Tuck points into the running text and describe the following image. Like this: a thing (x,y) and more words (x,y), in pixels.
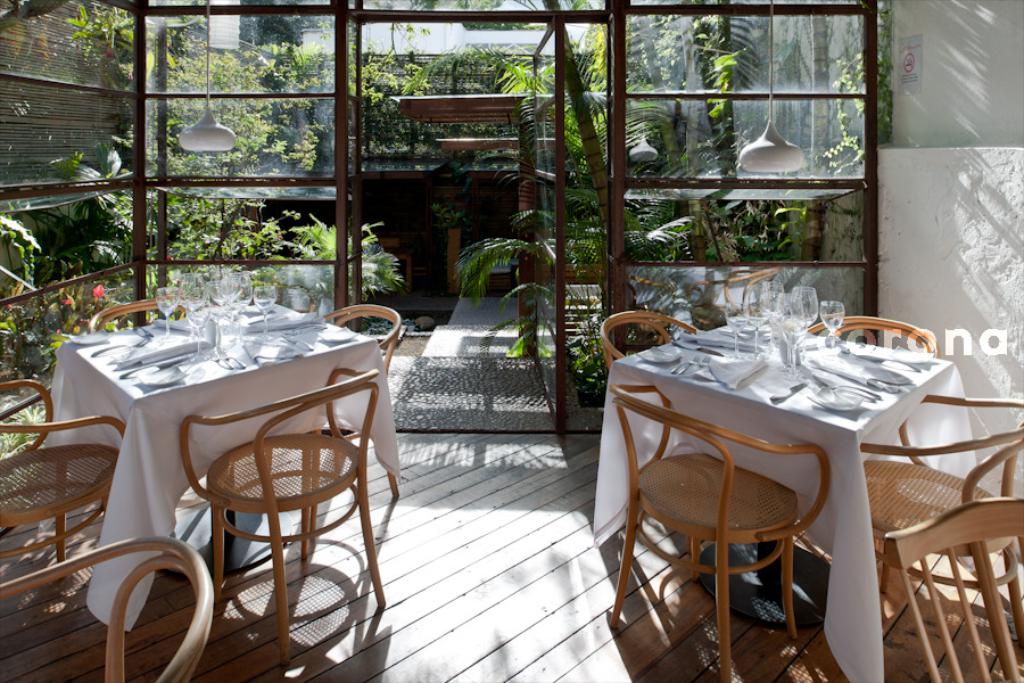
In this image I can see two tables (59,382) and number of chairs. On these tables (757,421) I can see number of glasses (780,349), white colour table cloths (65,363), few white towels (144,351), few spoons (123,378) and few other things (817,394). In the background (543,130) I can see number of plants (399,125) and on the top side of this image (748,164) I can see two lights (764,144). On the top right side of this image (915,40) I can see a sign board (900,49) on the wall (911,94). I can also see a watermark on the right side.
